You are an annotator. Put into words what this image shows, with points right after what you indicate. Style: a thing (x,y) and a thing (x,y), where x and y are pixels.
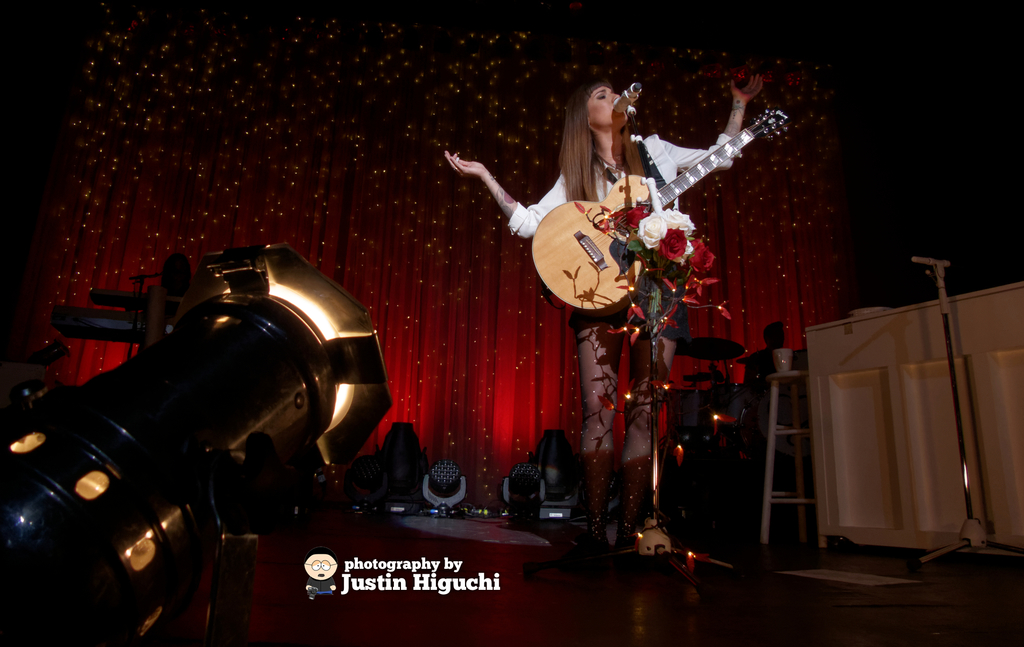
It is a music show, a woman (524,235) is standing on the stage (492,505) and singing a song, she is wearing a guitar (550,258) around her shoulder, beside her there is a wooden table (827,438), beside that there is a cup (788,357) on the table (789,374), to her left side there are some lights (261,380), in the background (365,155) there is red color curtain (442,294) and also few drums (755,389).
